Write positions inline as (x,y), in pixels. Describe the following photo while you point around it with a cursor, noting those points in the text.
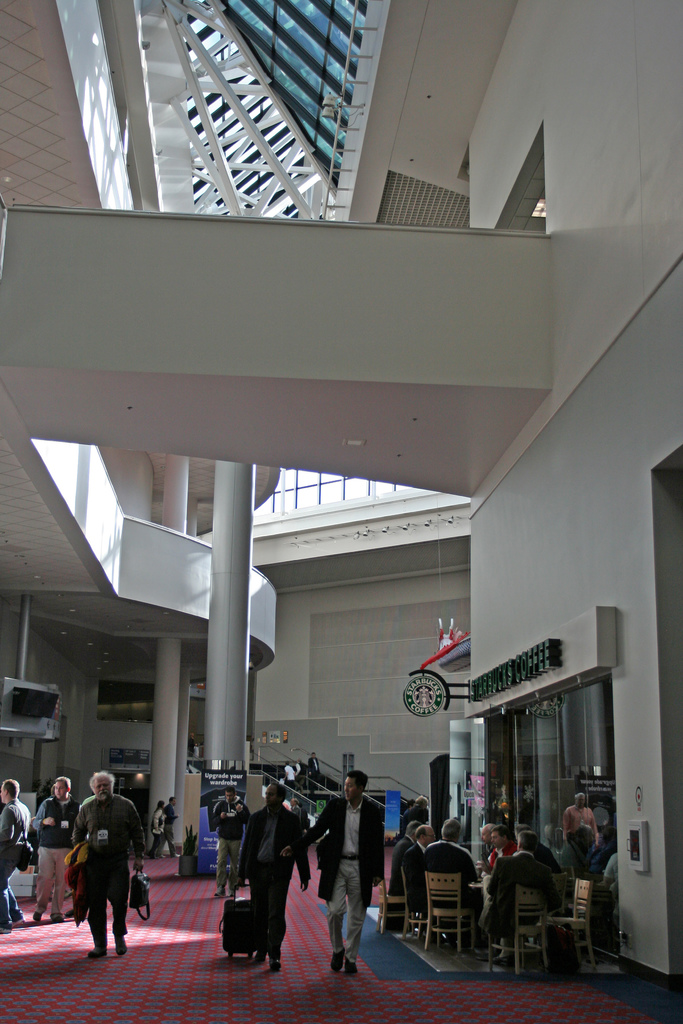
In this picture we can see the view of the building lobby (315,906). In the front (255,952) there are some persons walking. On the right corner (469,805) there is a coffee shop (510,782). On the top (121,338) we can see the walkway (280,316) and white color iron frame (287,182).
